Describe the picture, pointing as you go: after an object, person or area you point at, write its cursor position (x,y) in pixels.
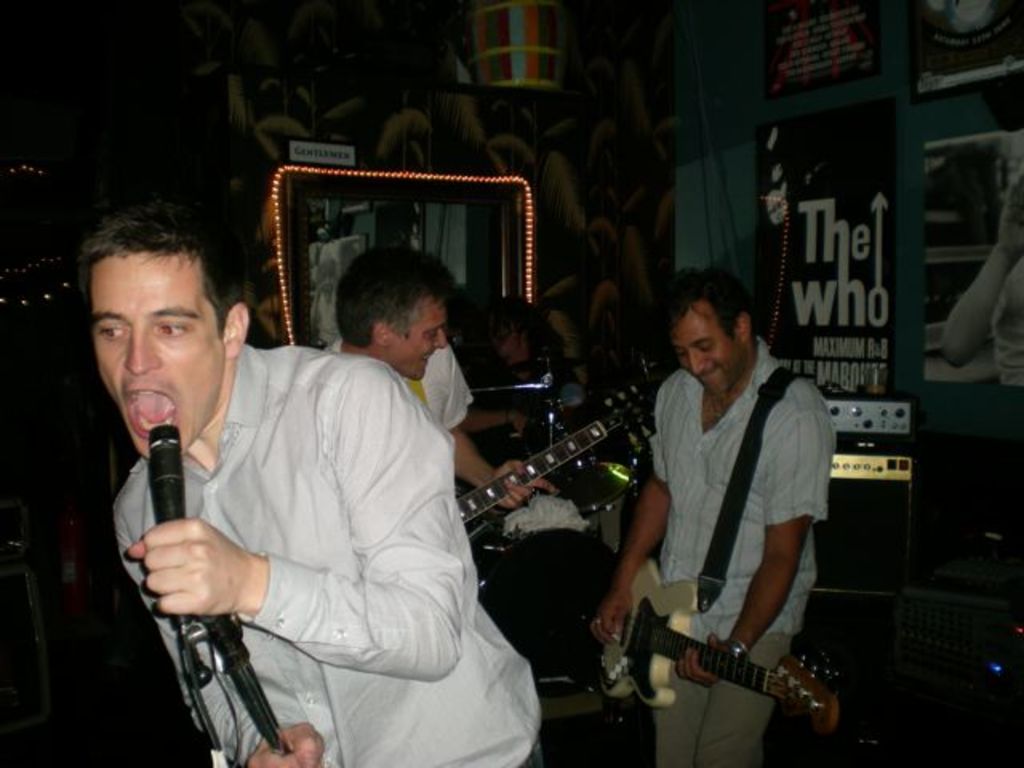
In this image I see 3 men (146,222) in which one of them is holding the mic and 2 of them are holding the guitars (770,688) in their hands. In the background (872,589) I see an equipment (830,510) and few posters (809,365) on the wall (730,13).
